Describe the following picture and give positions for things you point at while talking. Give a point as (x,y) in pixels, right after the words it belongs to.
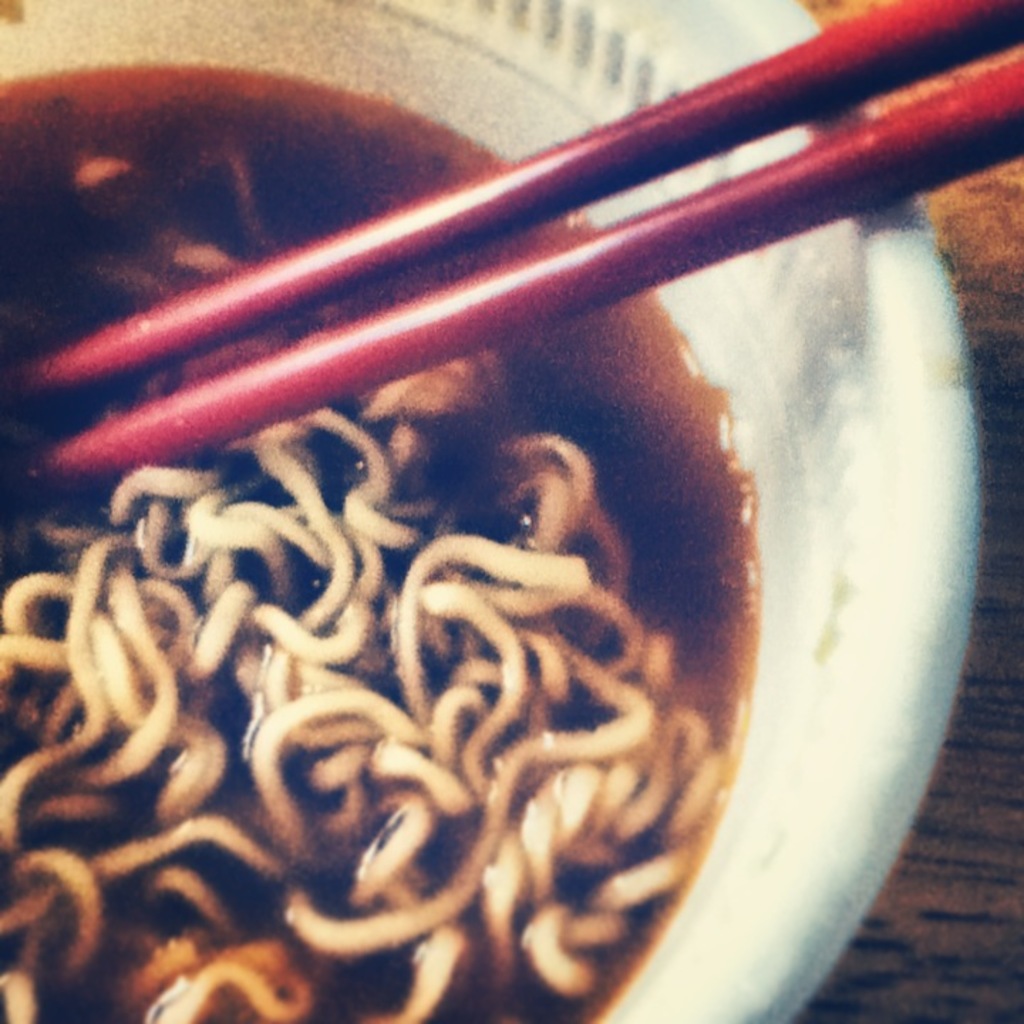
In this picture we can see a bowl (829,898) with chopsticks (99,459) and noodles (110,712) in it and this bowl (922,395) is placed on a table (893,972).
